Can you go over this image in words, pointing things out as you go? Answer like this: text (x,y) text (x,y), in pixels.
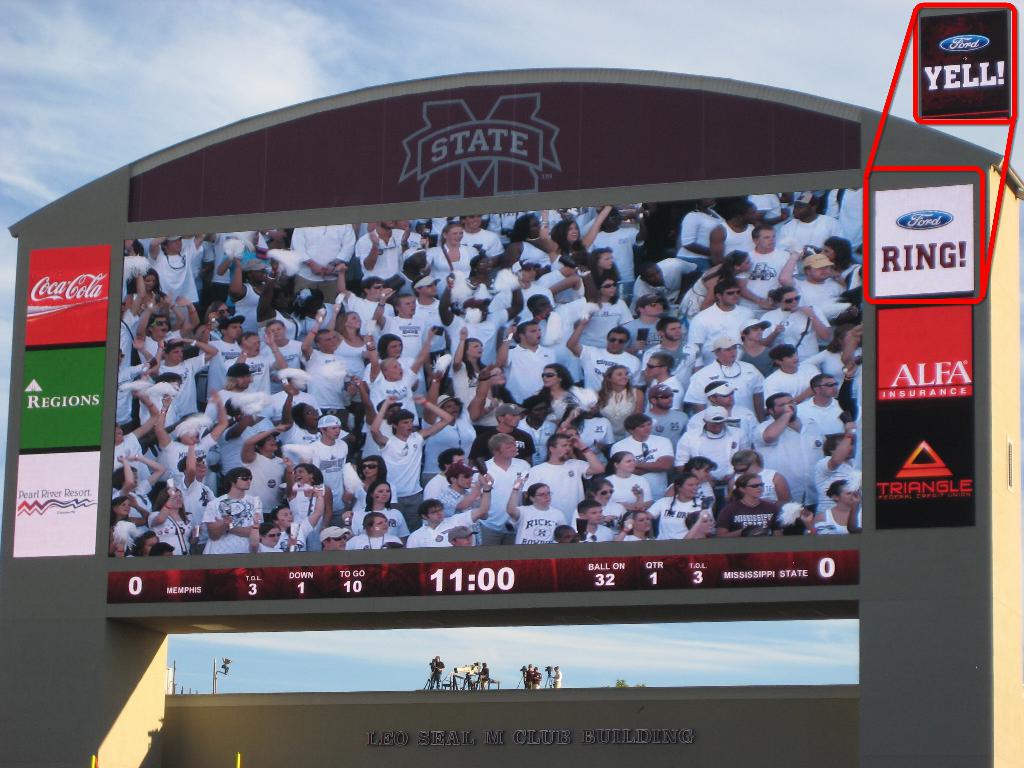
In this image I can see the screen (547,468). I can see some boards (17,495) attached to the screen (530,473). In the screen (601,466) there are group of people (525,451) with white color dresses (507,487). In the background (254,674) I can see few people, clouds (58,39) and the sky (446,16).
